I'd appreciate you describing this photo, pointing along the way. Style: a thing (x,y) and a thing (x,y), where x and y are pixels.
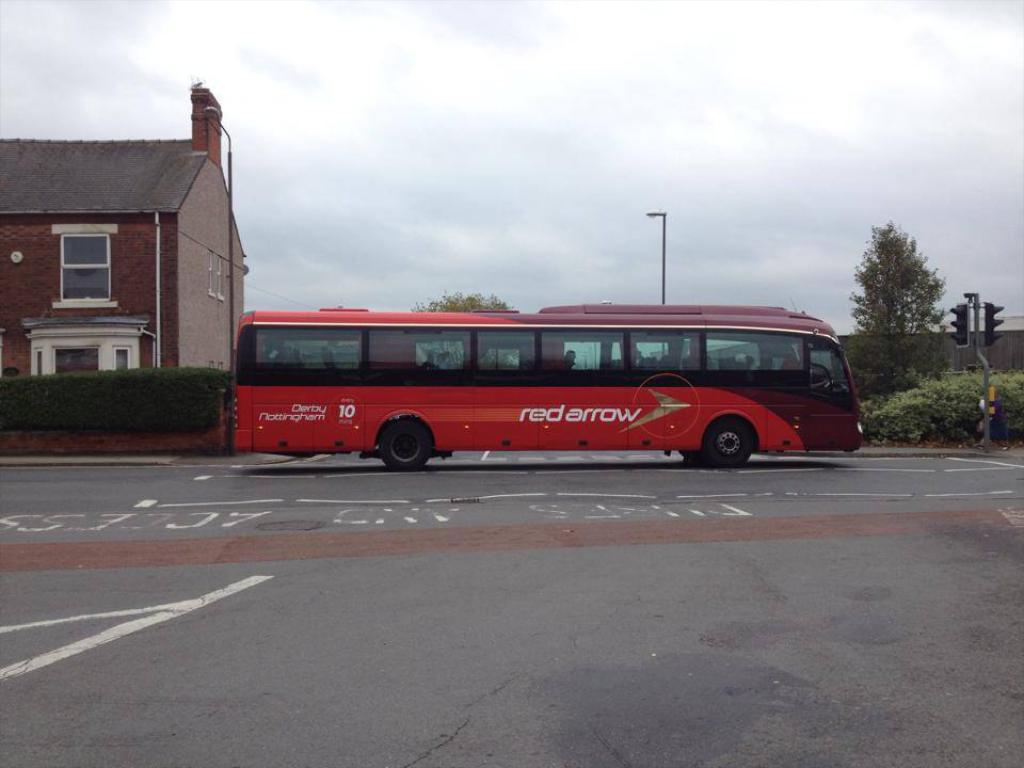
In this image we can see a red color bus (666,393) is parked on the road (870,556). Background of the image (941,402) trees (906,360), plants (973,375) and building (123,250) is there. The sky (469,139) is full of clouds (779,146). Right side of the image (976,296) signal pole (976,339) is available.
